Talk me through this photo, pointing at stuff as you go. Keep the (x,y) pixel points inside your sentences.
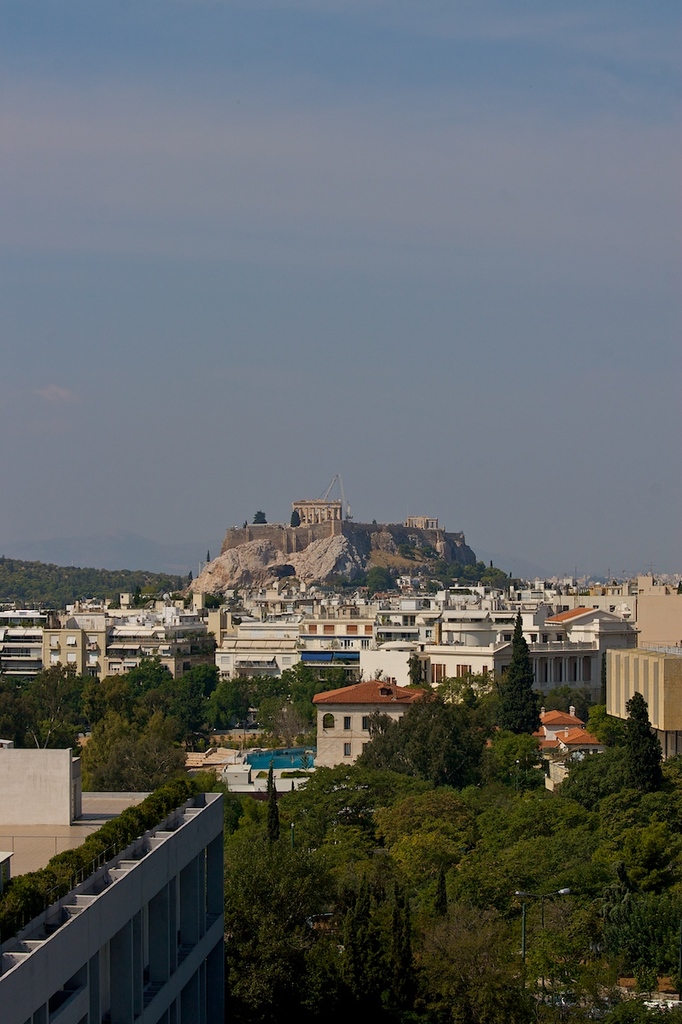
This is an aerial view image of a place which contains trees (143,690), houses (213,625), buildings (179,907) and a mountain (6,591).
